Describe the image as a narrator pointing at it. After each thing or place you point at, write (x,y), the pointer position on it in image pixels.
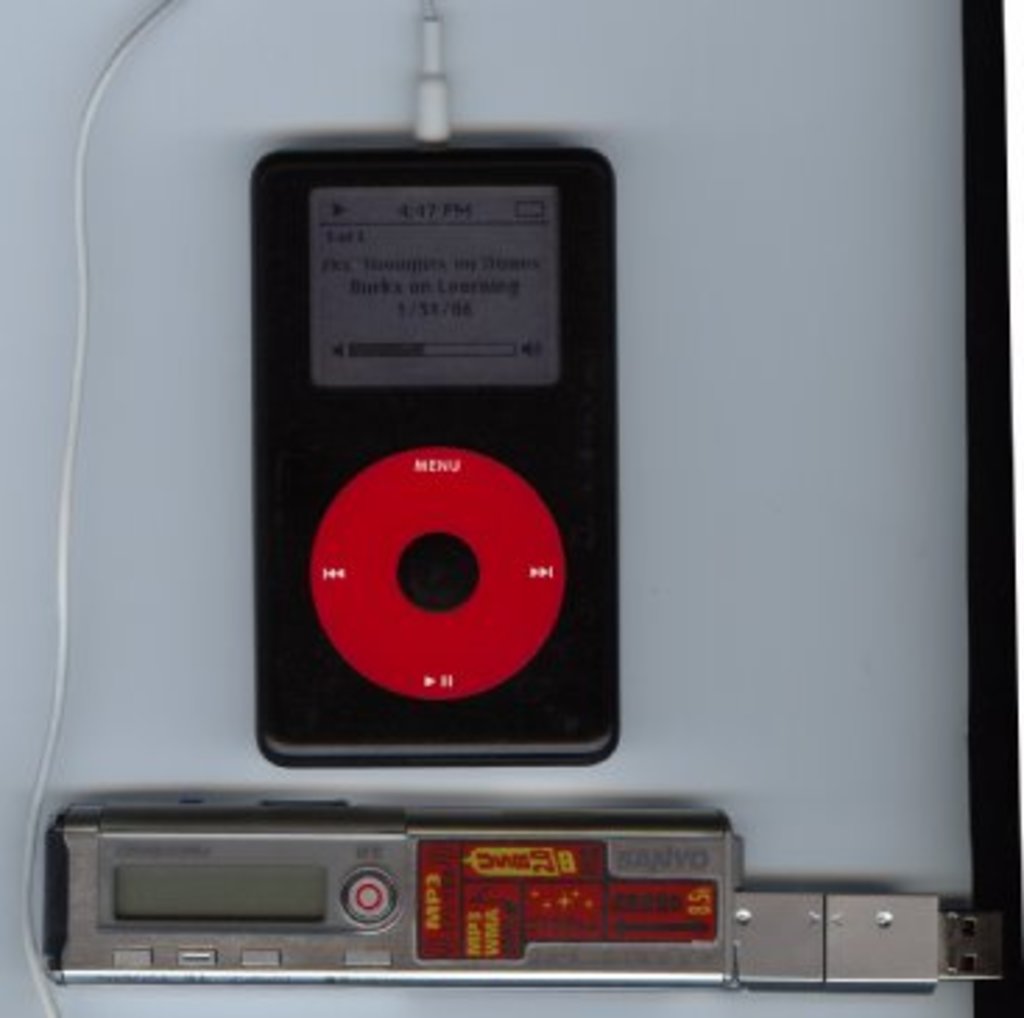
In the picture we can see electronic gadget (326,413) and a wire (437,91) is plugged in and there is some other item (410,905) on floor (77,546).
